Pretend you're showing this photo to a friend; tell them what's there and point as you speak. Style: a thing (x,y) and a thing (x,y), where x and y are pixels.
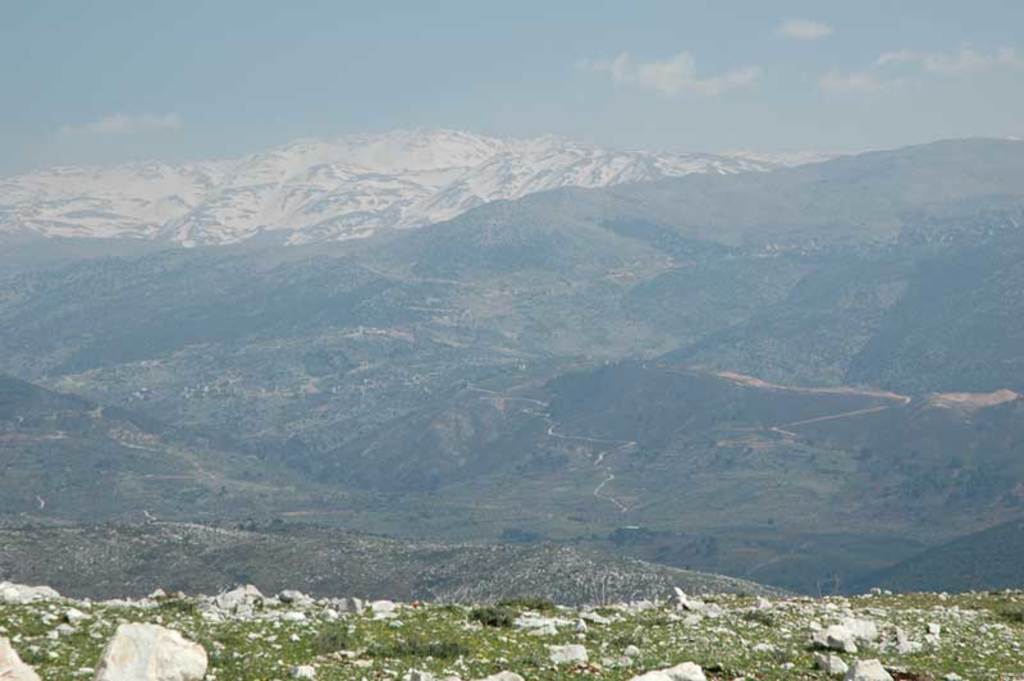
In this image we can see the mountains (461,359), some rocks (251,598), some snow (537,180) on the surface (244,539), some trees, bushes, plants (611,609) and grass (630,616) on the surface (309,612). At the top (974,31) there is the sky (73,163).
